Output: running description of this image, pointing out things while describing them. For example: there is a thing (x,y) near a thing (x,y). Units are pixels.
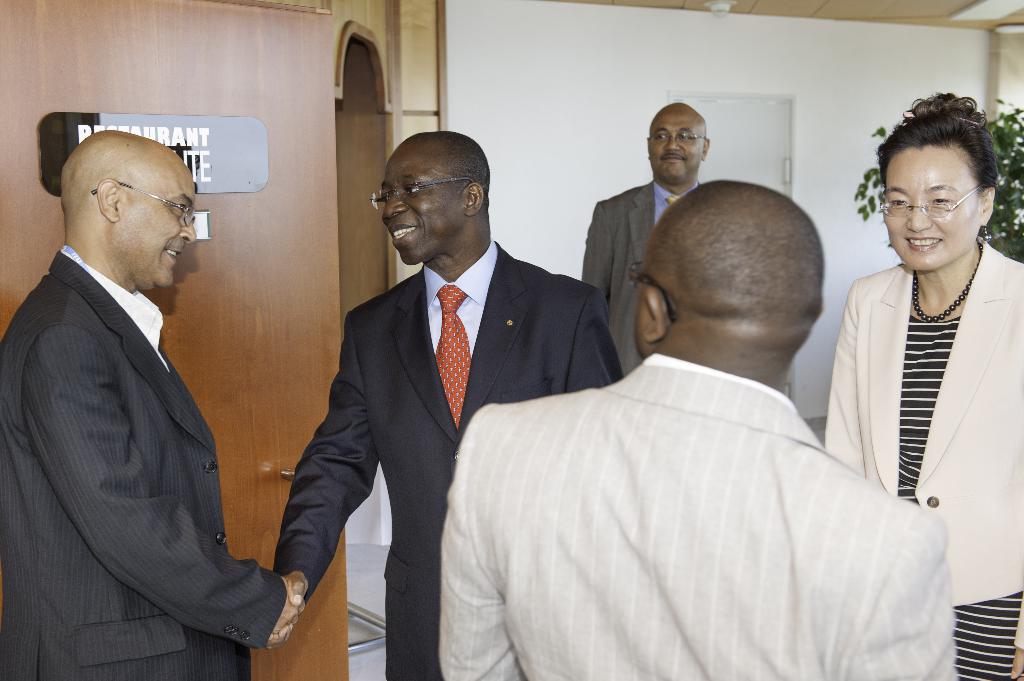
In this picture I can see people (583,390) standing with smiles. I can see the door (298,347) on the left side (297,362). I can see light arrangements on the ceiling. I can see name plate board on the left side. I can see the plant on the right side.
